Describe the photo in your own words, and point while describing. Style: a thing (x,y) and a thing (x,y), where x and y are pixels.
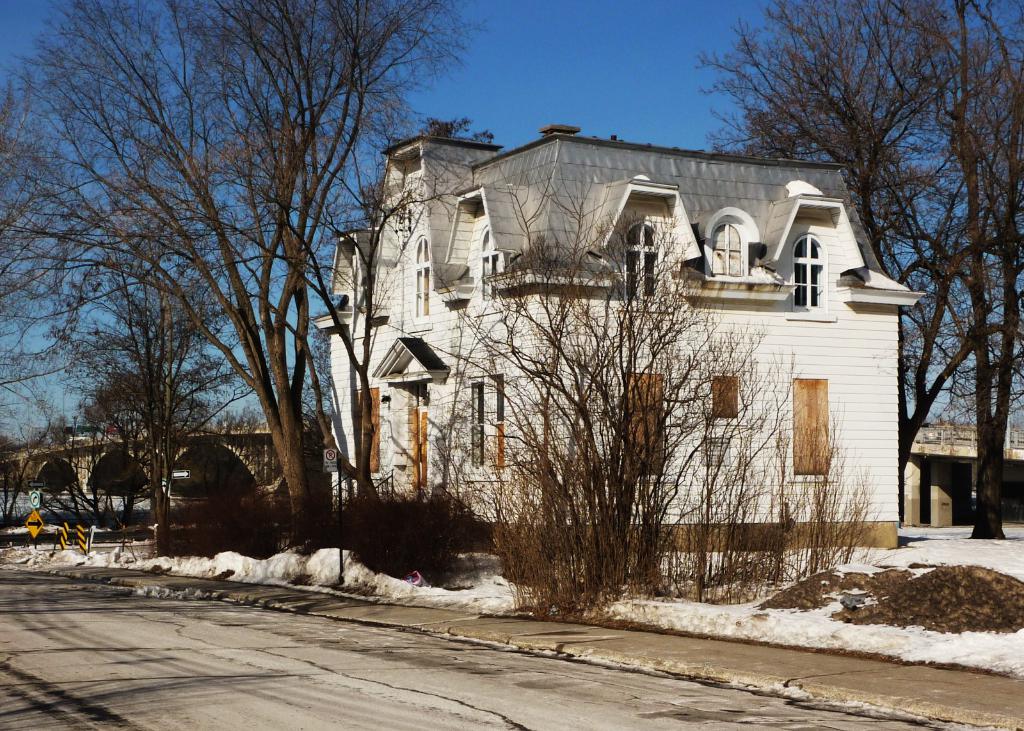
In this image there is one building (466,397) in middle of this image (535,388), which is in white and there are some trees (598,531) at left side of this image (223,335) and right side of this image (882,194) and at bottom of this image (620,513) as well. There is one bridge (193,462) at bottom left side of this image (75,491) and there is a sky (623,99) at top of this image (605,93) and there are some sign boards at bottom left side of this image (87,532).
